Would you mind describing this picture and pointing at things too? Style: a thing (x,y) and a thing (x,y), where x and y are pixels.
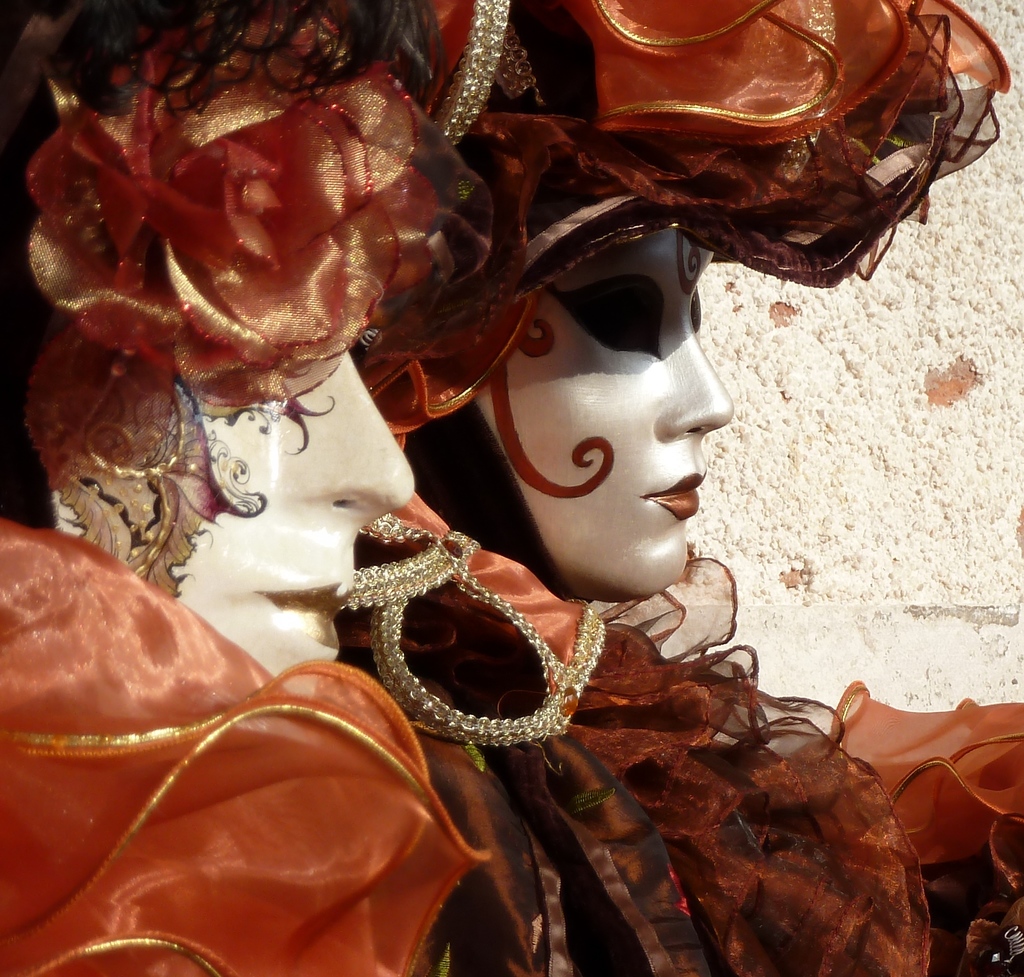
On the left side (245,190), there are two persons (513,60) in orange color dresses (841,697), having masks (688,328). In the background (796,521), there is a white color surface (921,456).
